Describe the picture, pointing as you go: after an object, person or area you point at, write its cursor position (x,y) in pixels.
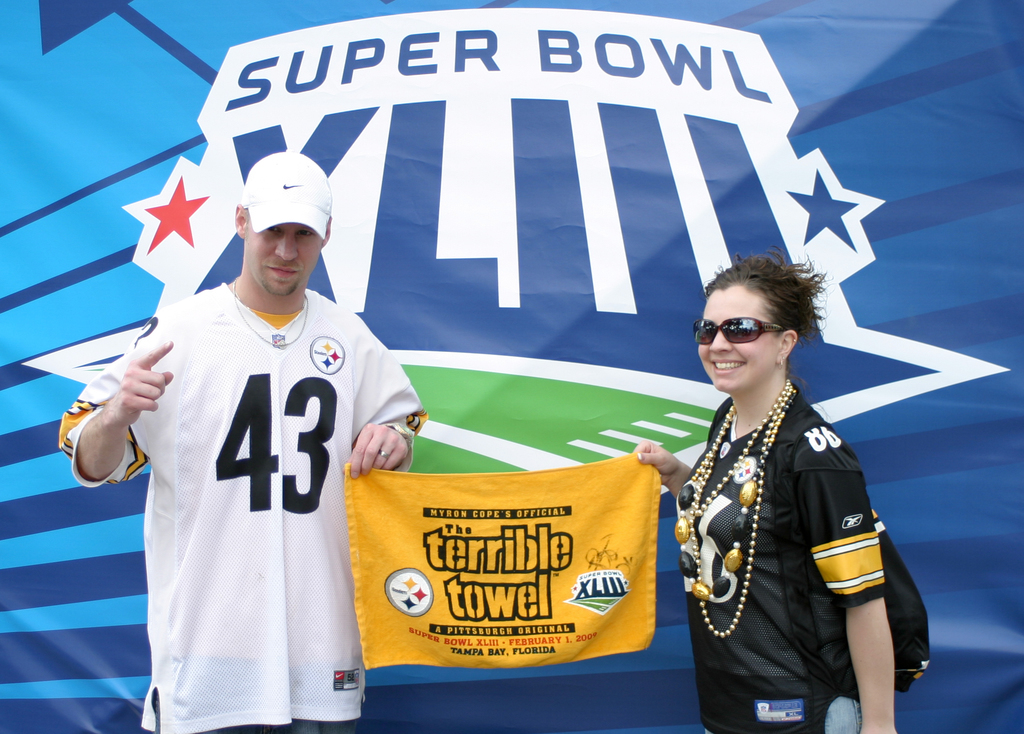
In the image there are two people (221,485) holding a towel (463,583) and some name (458,559) is written on that towel (494,538), behind them there is a banner (270,61).
